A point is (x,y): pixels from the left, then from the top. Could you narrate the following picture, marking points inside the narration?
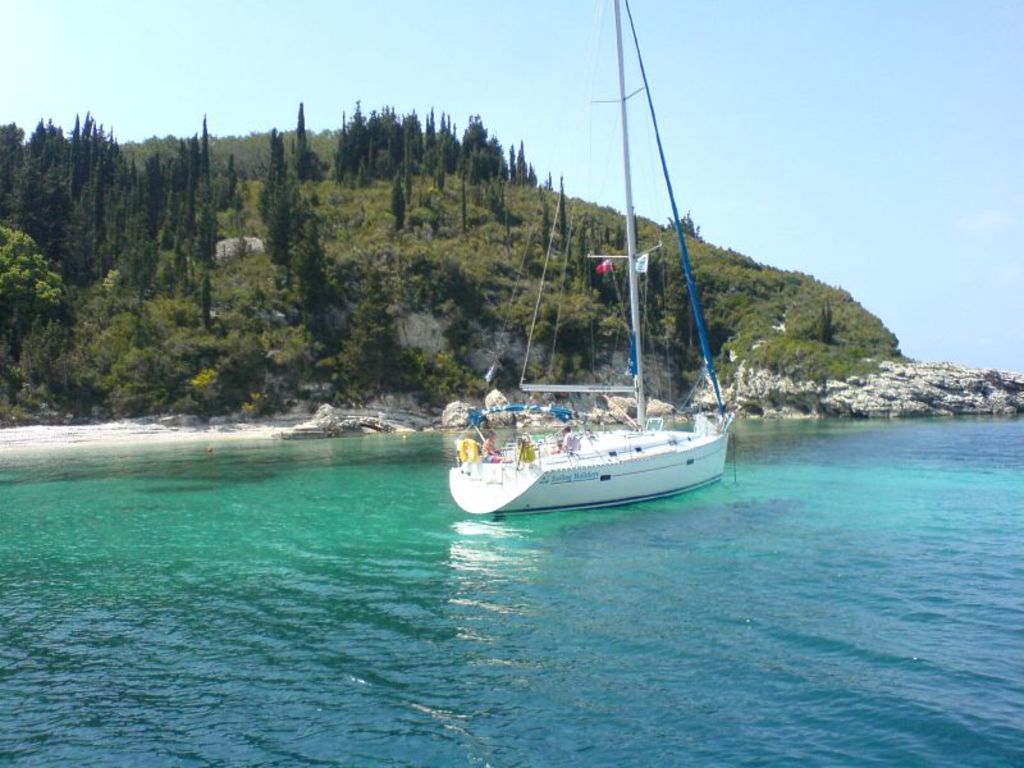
In this picture we can see a boat (677,445) in the water (577,536), and few people (567,440) are seated in it, in the background (585,419) we can see few rocks (533,422) and trees (160,247).
